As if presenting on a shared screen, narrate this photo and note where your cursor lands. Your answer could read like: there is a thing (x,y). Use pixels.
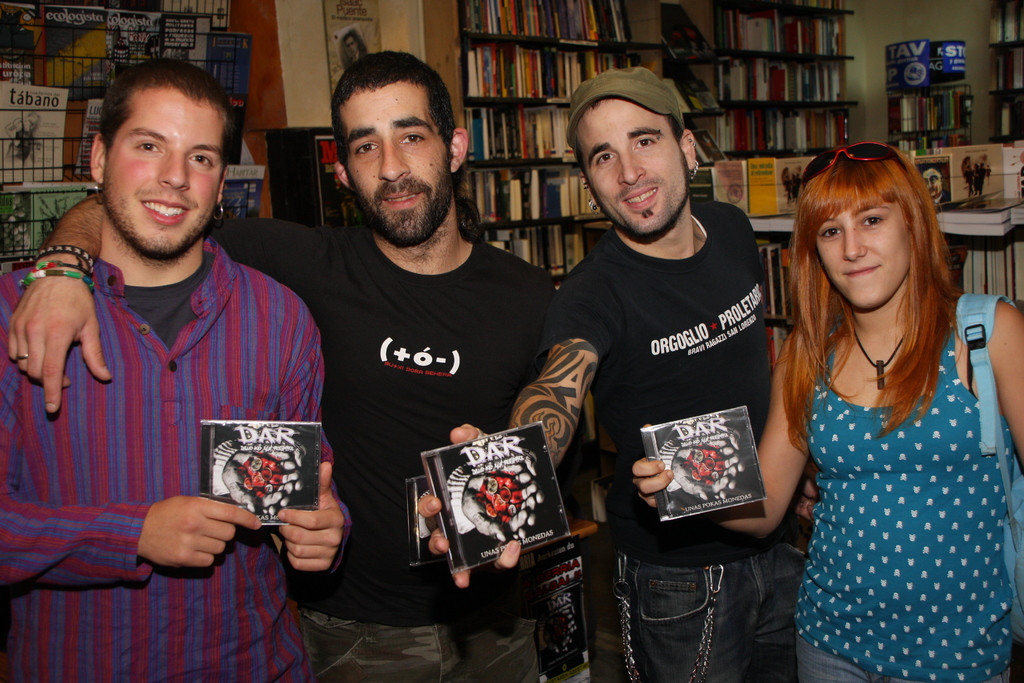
In the image there are three men (233,525) and a woman (889,549) standing in the front (286,489) holding CDs (215,454) and behind them there are racks (527,119) with many books (499,81) all over it.
